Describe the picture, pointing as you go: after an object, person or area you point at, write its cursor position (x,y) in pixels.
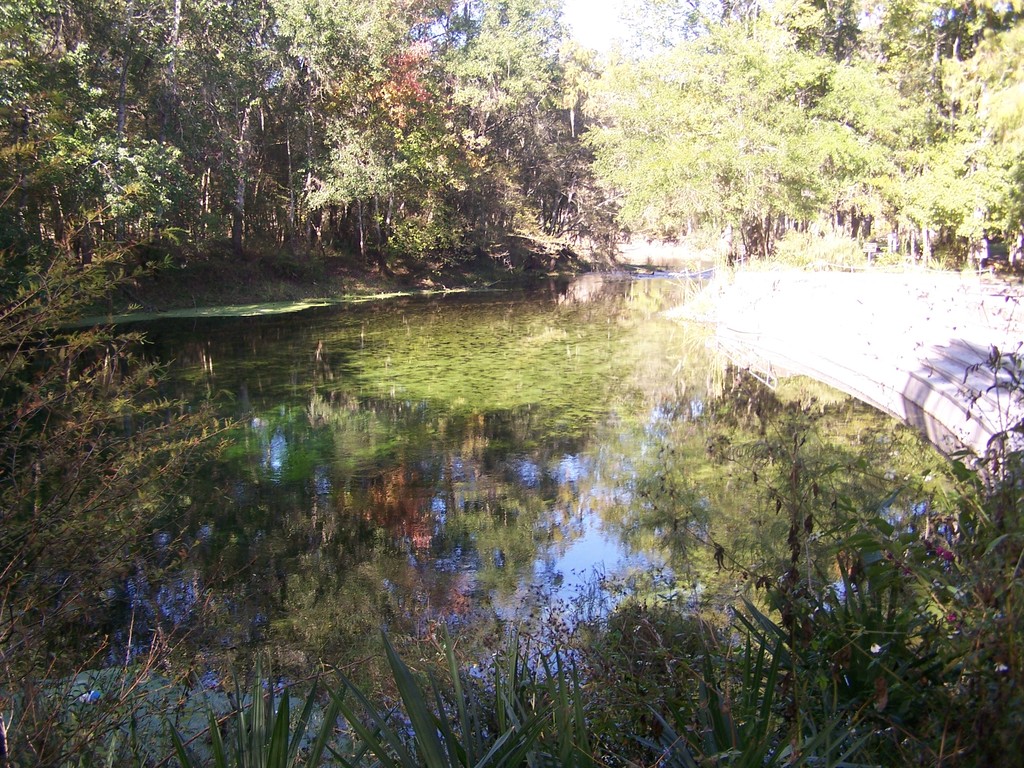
In this image we can see a water body (516,532) and a staircase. We can also see some plants (782,599), a group of trees (797,181) and the sky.
